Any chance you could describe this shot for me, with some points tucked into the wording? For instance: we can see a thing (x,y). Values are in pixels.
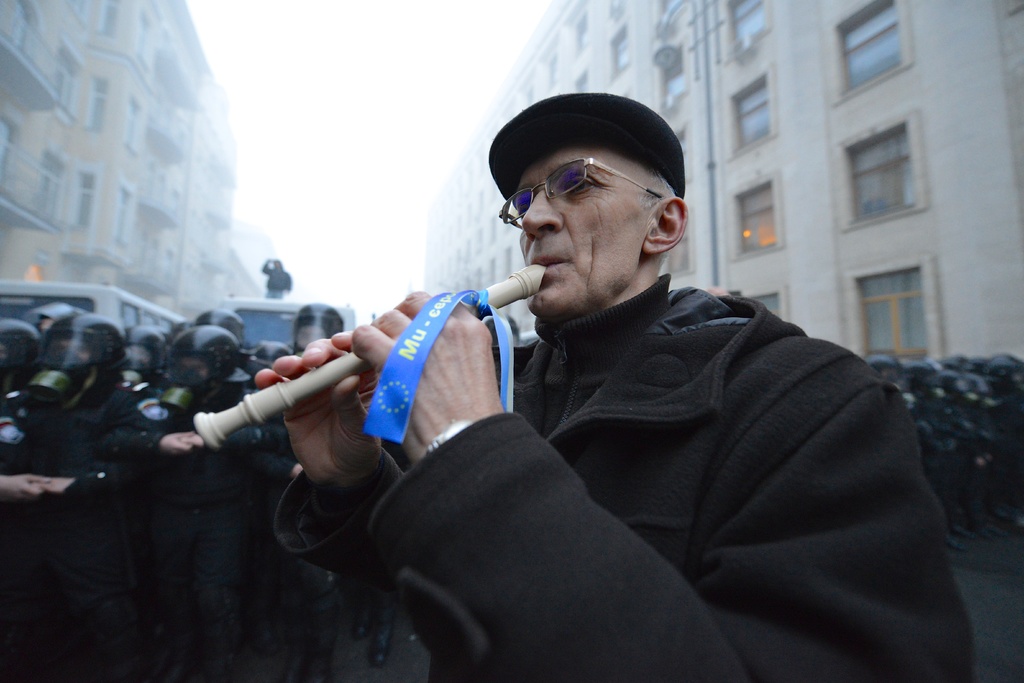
This image is taken outdoors. In the background (692,234) there are two buildings (469,213) with walls (155,196), windows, doors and rooms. At the top of the image (337,58) there is the sky (342,134). In the background (257,360) a few people (947,388) are standing and two vehicles (268,300) are parked on the road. In the middle of the image (580,338) a man (481,469) is standing and he is holding an object (356,364) in his hands (462,325) and kept in his mouth (546,257).
